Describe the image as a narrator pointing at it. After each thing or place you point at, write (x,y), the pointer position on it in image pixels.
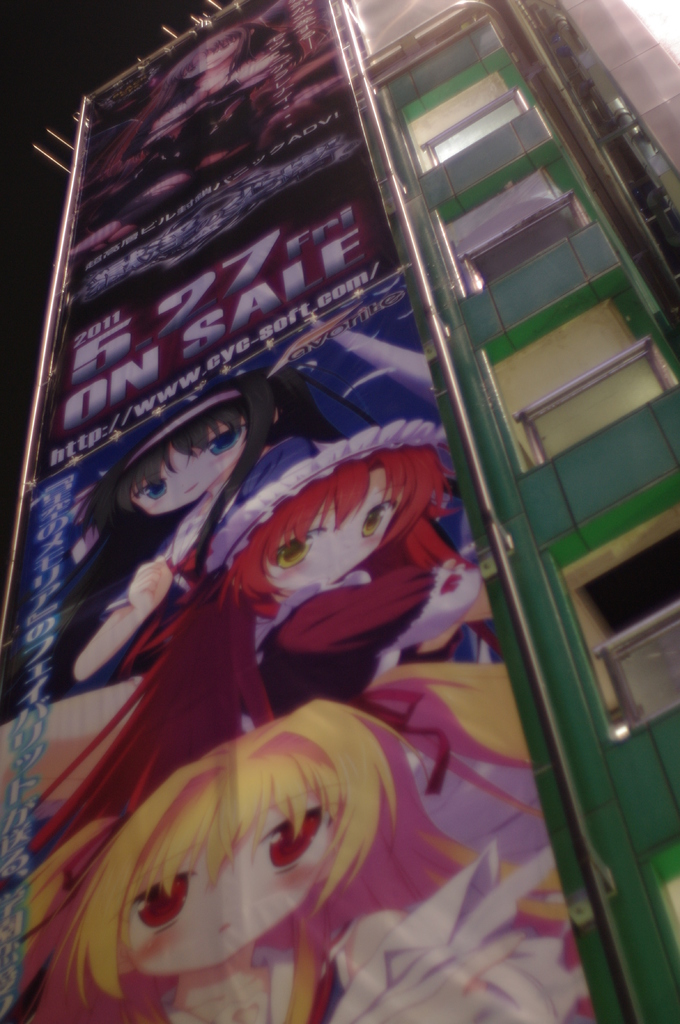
In this picture I can observe a building (522,302). There is a poster (146,446) on the building (349,605). I can observe three cartoon images of girls (190,644) in this poster (209,435) and some text (188,331). In the background (63,78) there is sky (63,101) which is dark.
